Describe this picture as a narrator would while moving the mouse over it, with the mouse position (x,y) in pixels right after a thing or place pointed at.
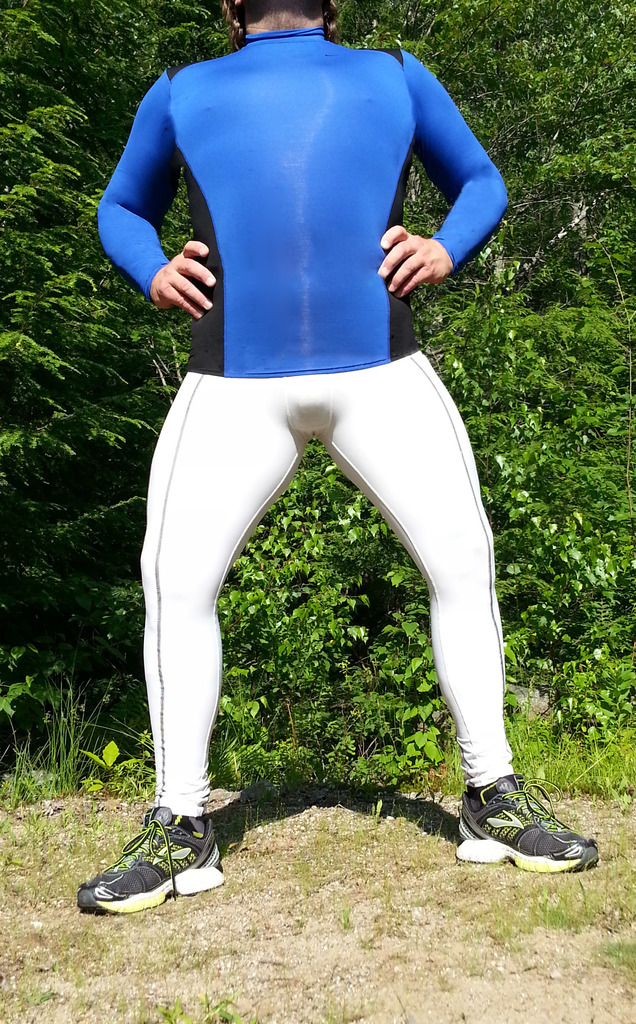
In the image there is a person (170,147) in blue t-shirt (291,187) and white pants (163,764) and sports shoe (474,840) standing on the grassland (56,993), behind him there are plants (111,315).
